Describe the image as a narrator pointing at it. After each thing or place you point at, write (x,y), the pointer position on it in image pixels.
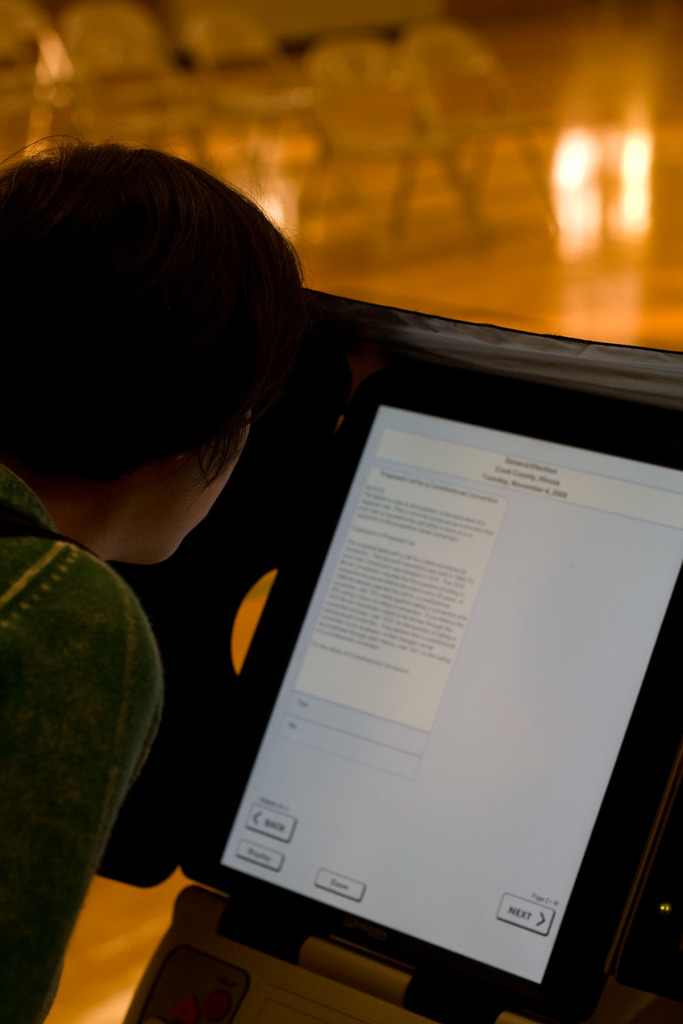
There is a person (117,500) on the left side (46,624). In front of the person (142,544) there is a screen (429,657) with something written on it. In the background (440,119) it is blurred.
